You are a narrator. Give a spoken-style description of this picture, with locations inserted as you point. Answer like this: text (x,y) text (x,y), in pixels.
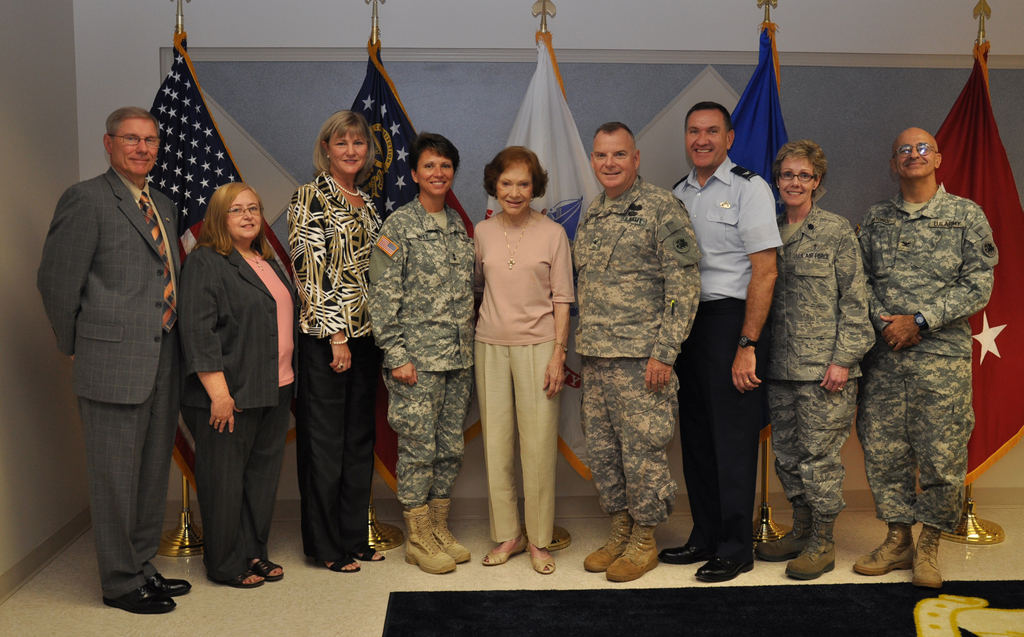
This picture is clicked inside. In the foreground (618,615) there is a black color object (498,623) placed on the ground (369,583). In the center (421,254) we can see the group of men and women (647,224) smiling and standing on the ground (359,617). In the background (605,32) there is a wall (611,4) and many number of flags (971,137) which are of different colors.
